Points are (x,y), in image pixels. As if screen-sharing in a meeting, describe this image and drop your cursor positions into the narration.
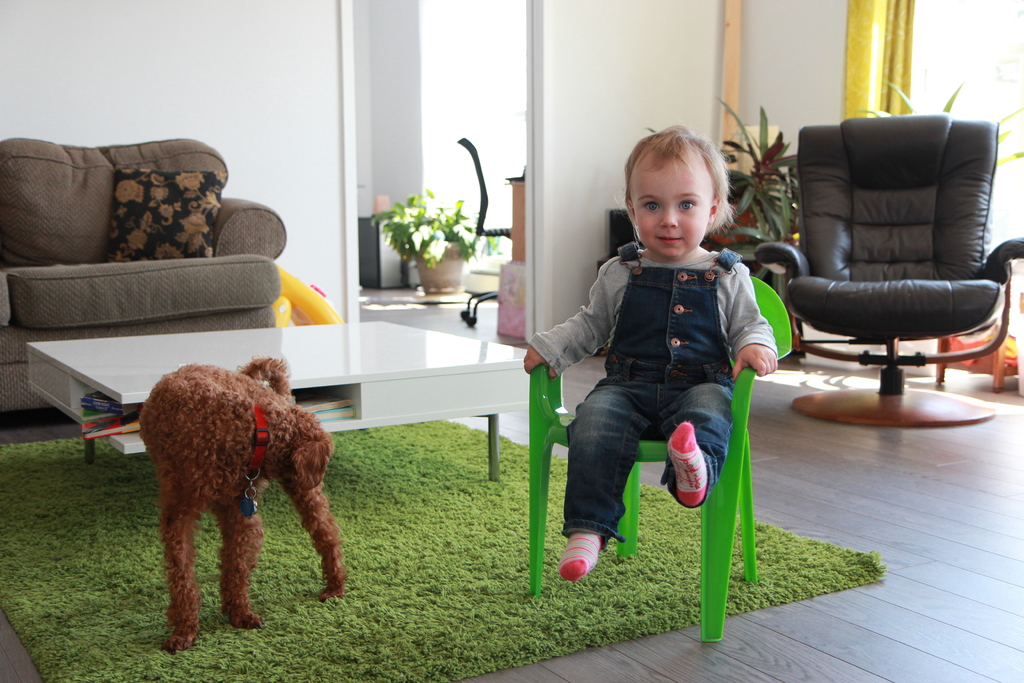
The picture is clicked inside a house (517,440). A small kid (701,315) is sitting inside a chair (734,408) with a brown dog (299,476) beside him, in the background (114,292) we observe brown color sofa (117,309) and a white color table (376,366) also a black color chair (869,197). In the background (631,94) the wall (617,101) is white in color.
